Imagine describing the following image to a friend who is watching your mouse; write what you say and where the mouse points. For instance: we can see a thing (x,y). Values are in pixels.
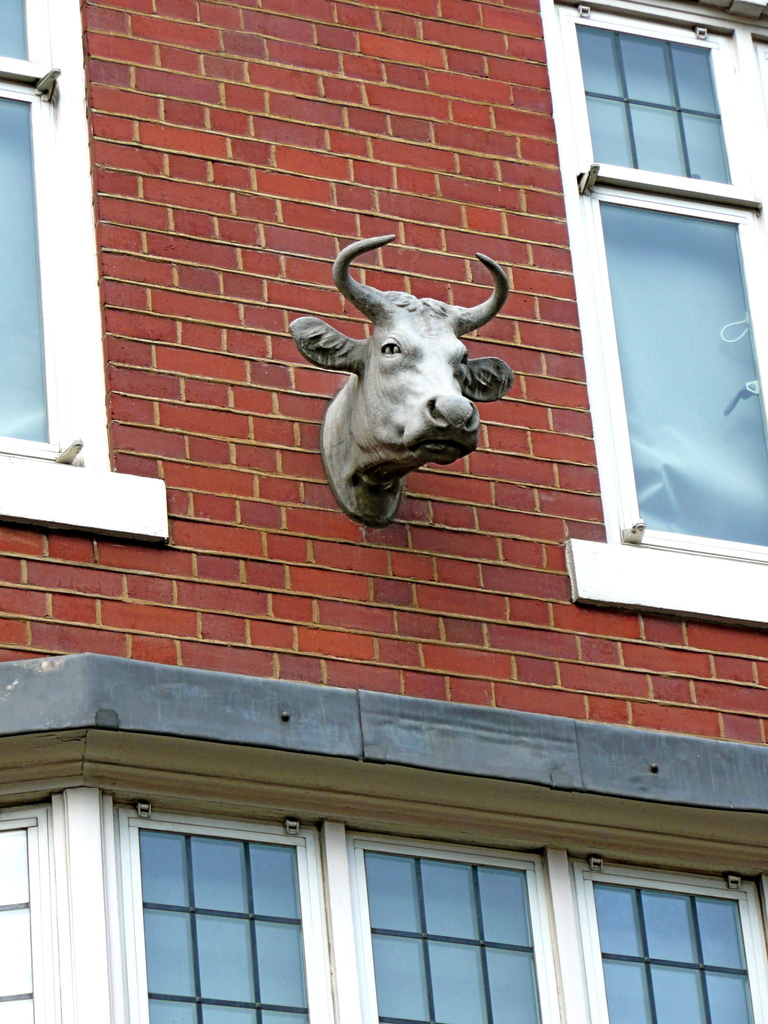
In this picture there is a face toy (429,389) of an animal (417,395) which is attached to the wall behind it and there are few windows (23,350) beside and below it.
